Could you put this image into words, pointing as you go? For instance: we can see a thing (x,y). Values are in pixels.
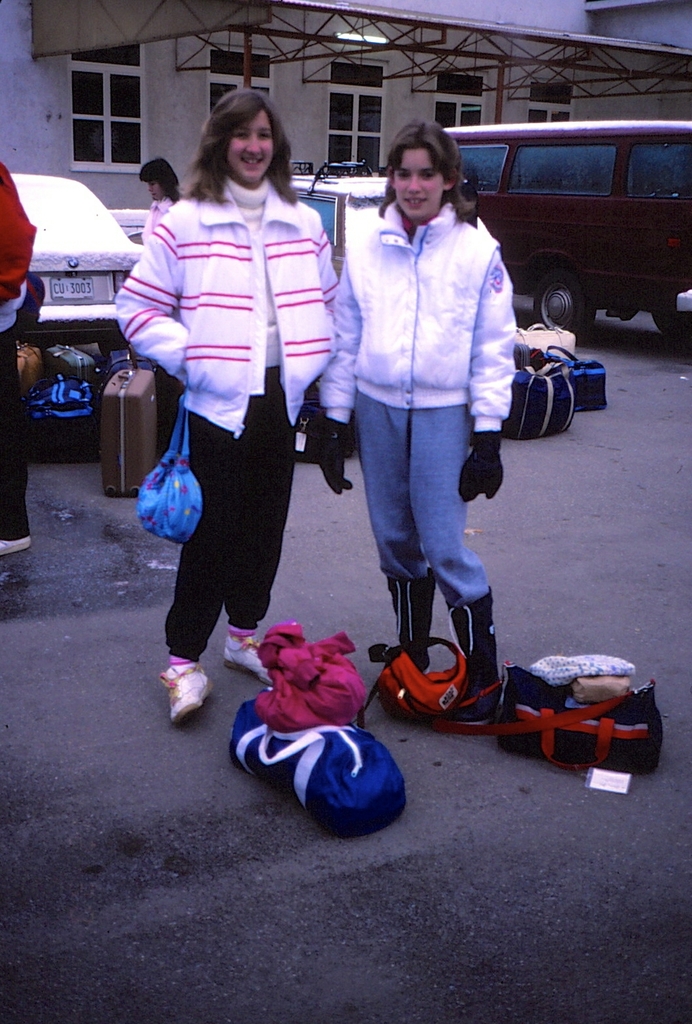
In this picture, we can see a few people (15,271) and one of them are carrying a bag (139,495), and we can see some vehicles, and some objects (601,699) on the road (433,823), in the background (476,91) we can see a wall (284,128) with windows (136,96) and shed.
